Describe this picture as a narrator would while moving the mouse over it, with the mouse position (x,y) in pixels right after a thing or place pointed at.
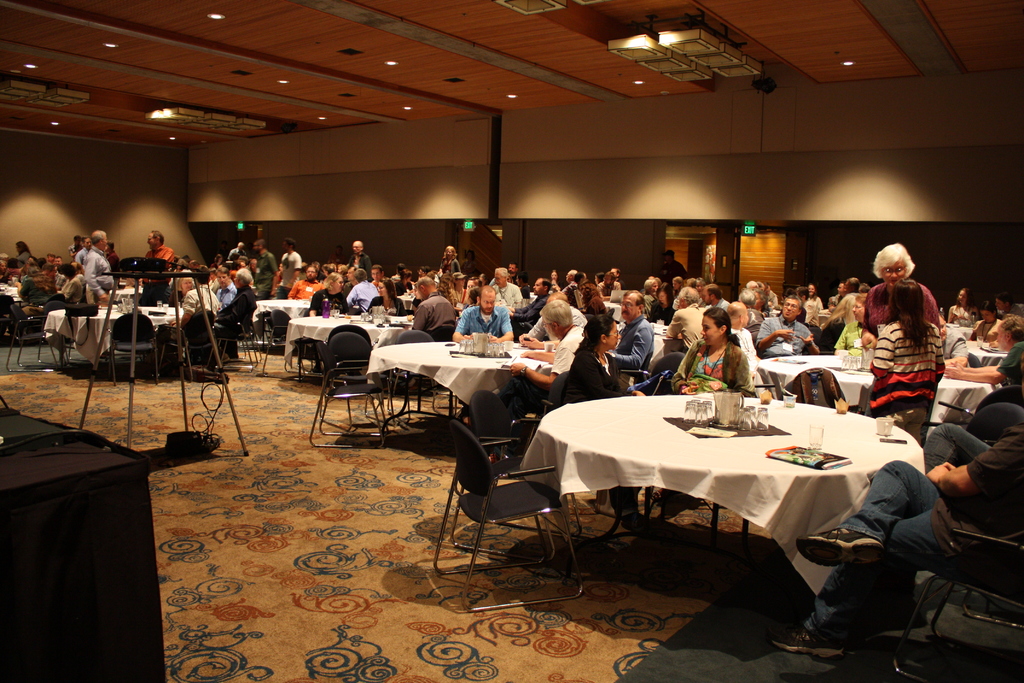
This is a picture taken in a room (114,83), there are a group of people (544,299) sitting on chairs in front of these people (892,415) there is a table (609,433) covered with a white cloth (638,430) on the table (697,446) there are glasses (748,426), jar (720,394), book (807,466) and tissues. behind the people (676,307) there is a door (725,253) with exit sign (742,226) and there are ceiling lights (215,17) on top.
